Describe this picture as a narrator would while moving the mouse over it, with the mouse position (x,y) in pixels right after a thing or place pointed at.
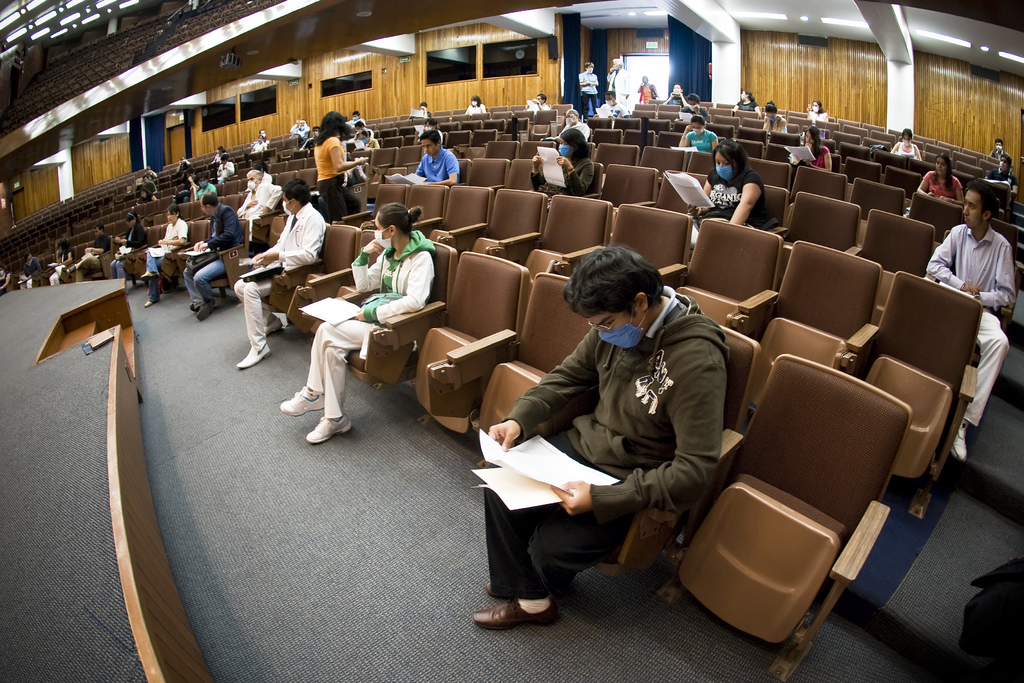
The picture is taken inside an auditorium (265,499). There are many chairs (951,306). There are few people (424,301) sitting on the chairs (184,257). They are holding some papers (540,475). Some of them wearing mask (380,245). In the background (216,125) there are screens (528,51). This is an entrance (633,82).
